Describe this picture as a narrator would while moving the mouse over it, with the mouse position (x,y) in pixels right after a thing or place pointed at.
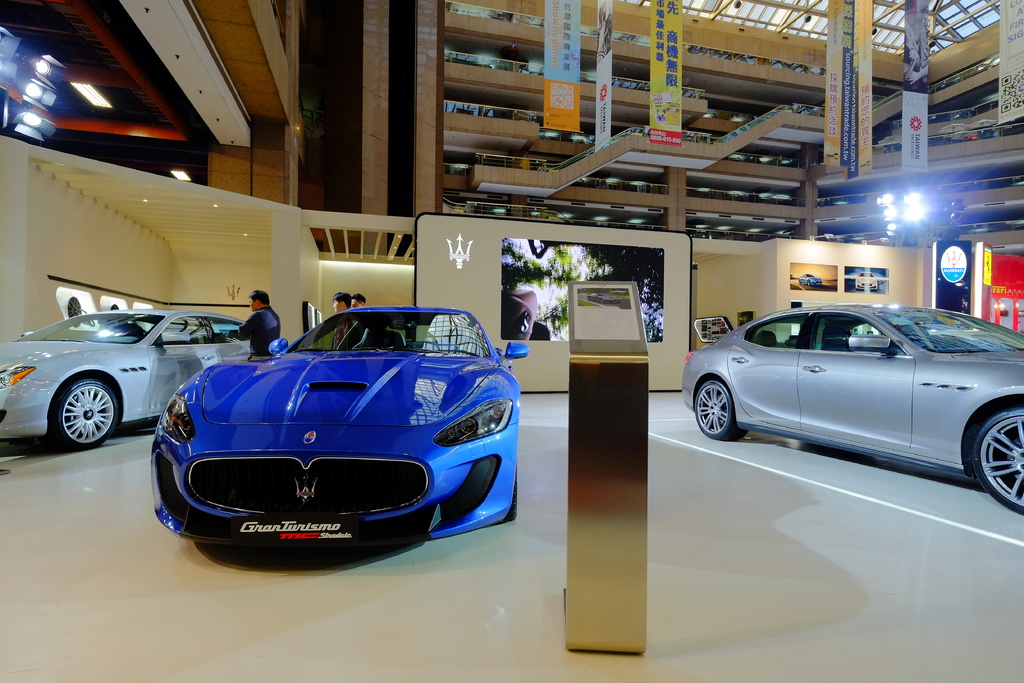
In this image we can see the cars (219,370). We can also see the display screen (545,270), posters (808,280), banners (602,131) with the text (855,40) and also the people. We can also see the ceiling lights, floor (433,566), railing (557,168), lights (892,205) and this image is taken inside the building (61,26).
